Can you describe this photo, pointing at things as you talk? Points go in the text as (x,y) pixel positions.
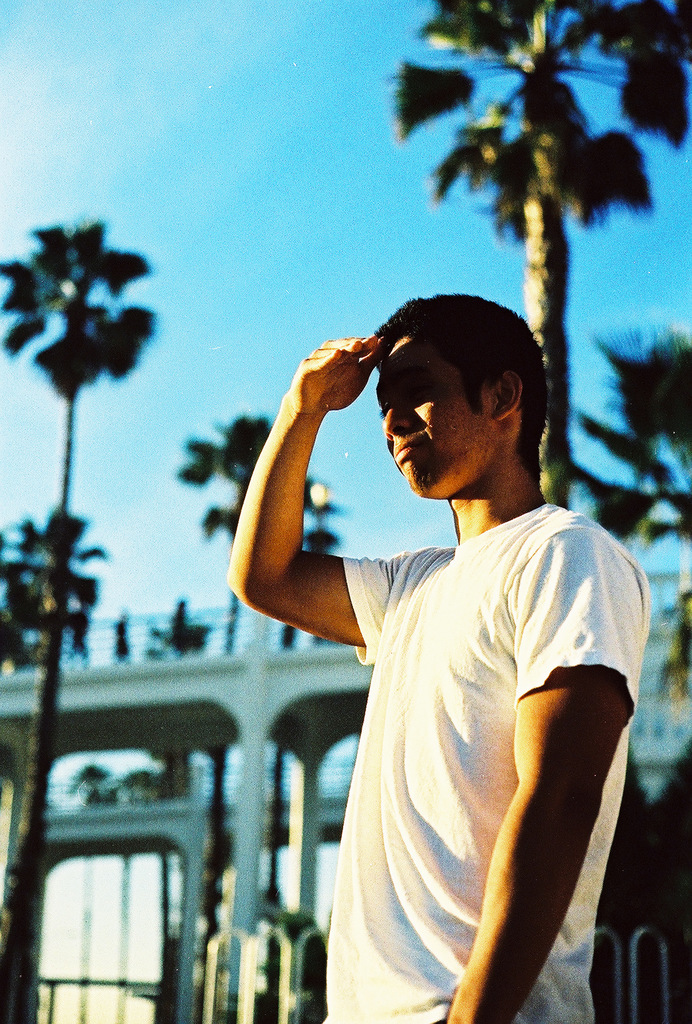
In the image in the center (394,646), we can see one person (486,673) standing. In the background (397,128), we can see the sky (129,150), clouds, trees (52,291), few people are standing and one bridge (241,697).
